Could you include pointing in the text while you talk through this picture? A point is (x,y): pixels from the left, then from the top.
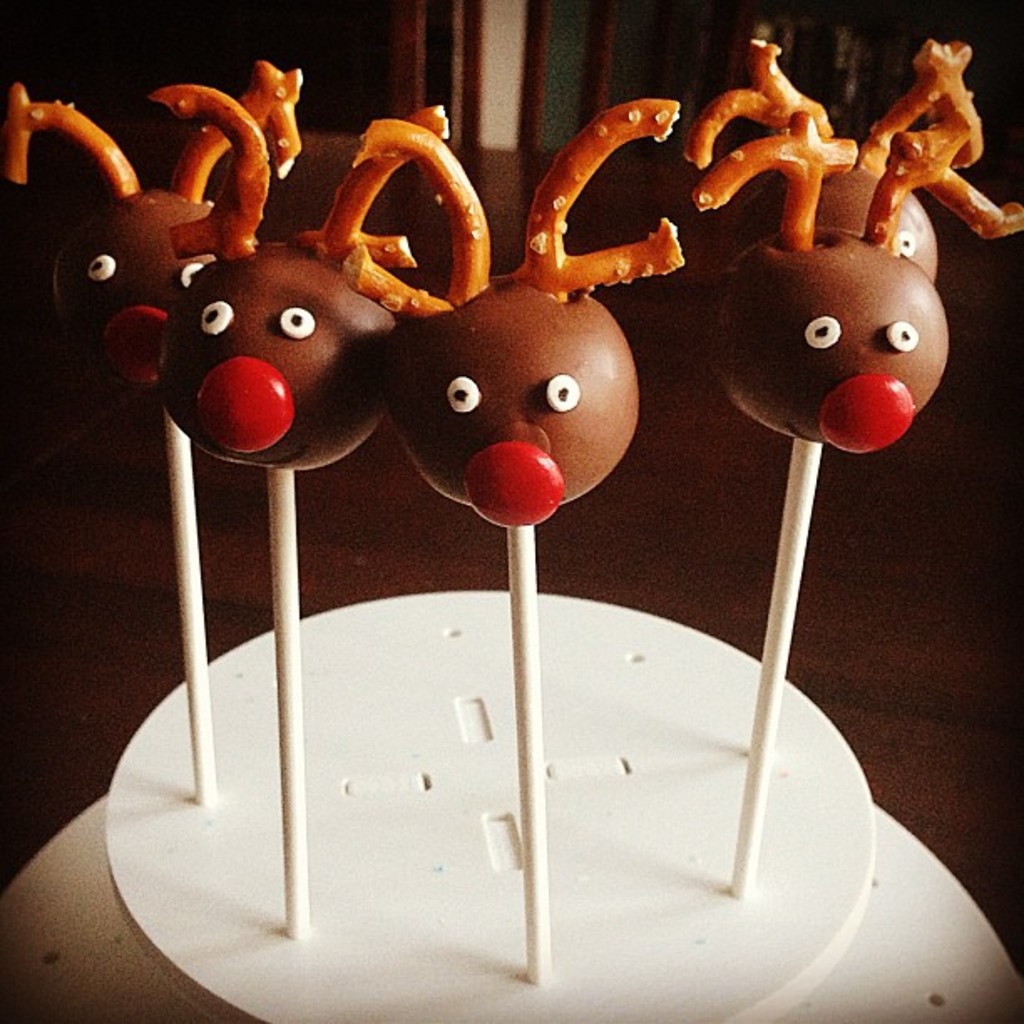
In this image, we can see some food items (421,417) on white colored objects (640,690). We can see the ground (675,548). We can also see the background (565,25).
